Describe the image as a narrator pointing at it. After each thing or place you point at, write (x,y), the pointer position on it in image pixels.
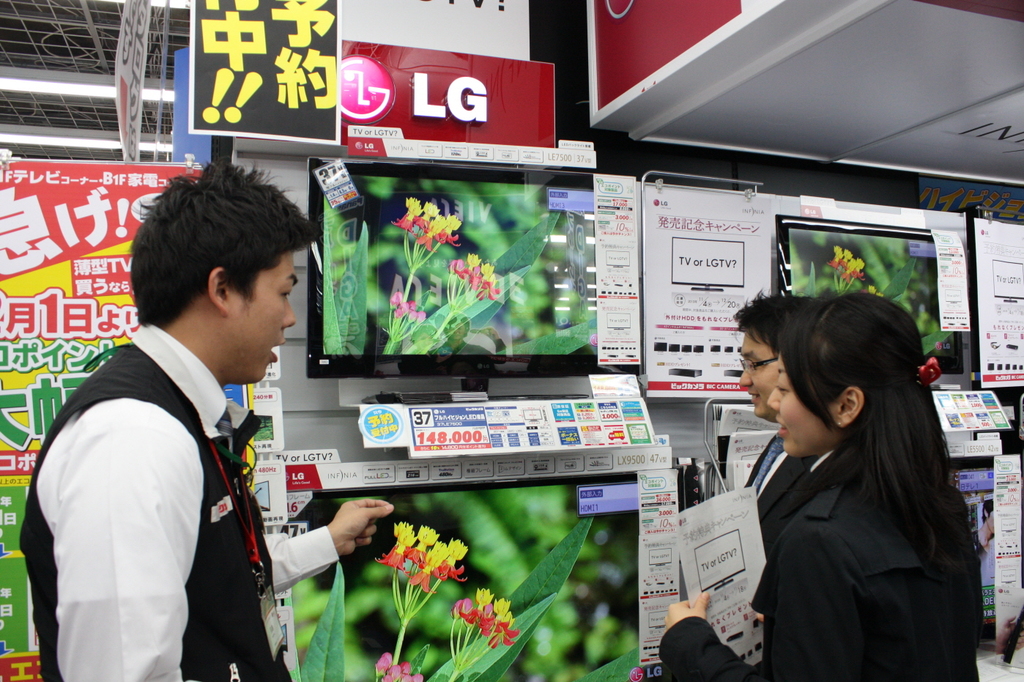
In this image, we can see three persons (847,539) standing and wearing clothes (193,504). There is a TV (396,515) at the bottom (487,528) and in the middle of the image (463,272). The person (860,496) who is in the bottom right of the image (795,602) holding a paper (746,582) with her hand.
